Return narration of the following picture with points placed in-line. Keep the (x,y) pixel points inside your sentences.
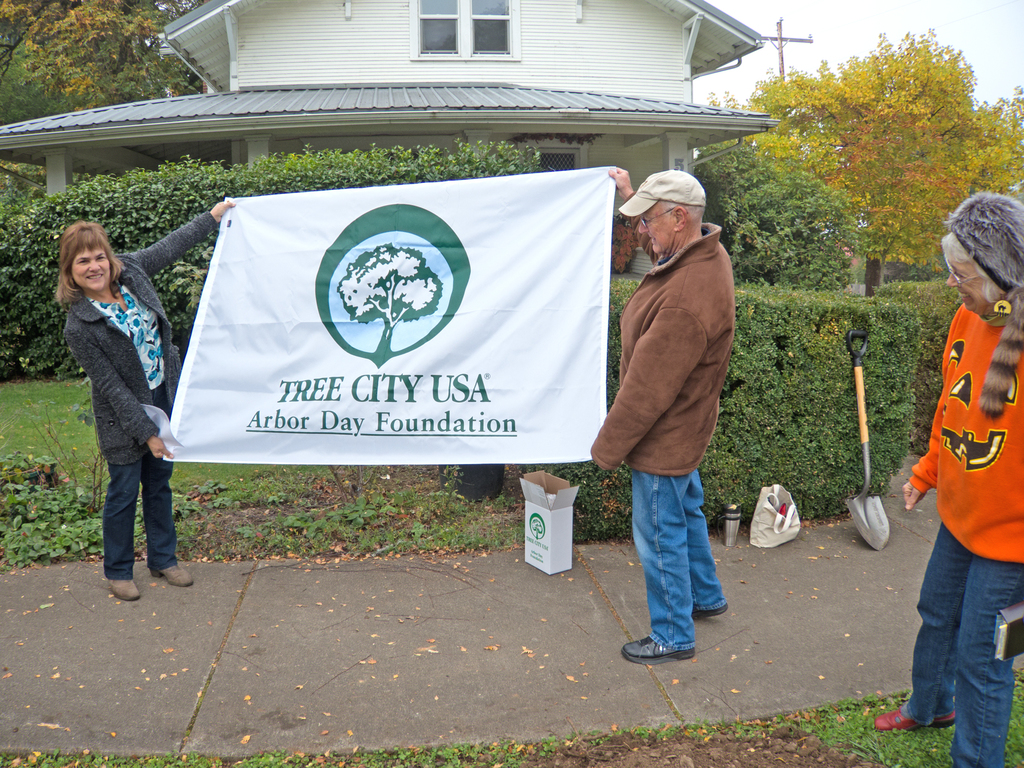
In this image there are a few people (695,541) standing with a smile on their face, two are holding a banner (545,317) with some text (485,373) and image (406,308) on it, there are a few objects (874,503) on the surface (897,507). In the background (565,29) there is a house (397,46), trees (804,251), plants (789,251), grass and the sky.
